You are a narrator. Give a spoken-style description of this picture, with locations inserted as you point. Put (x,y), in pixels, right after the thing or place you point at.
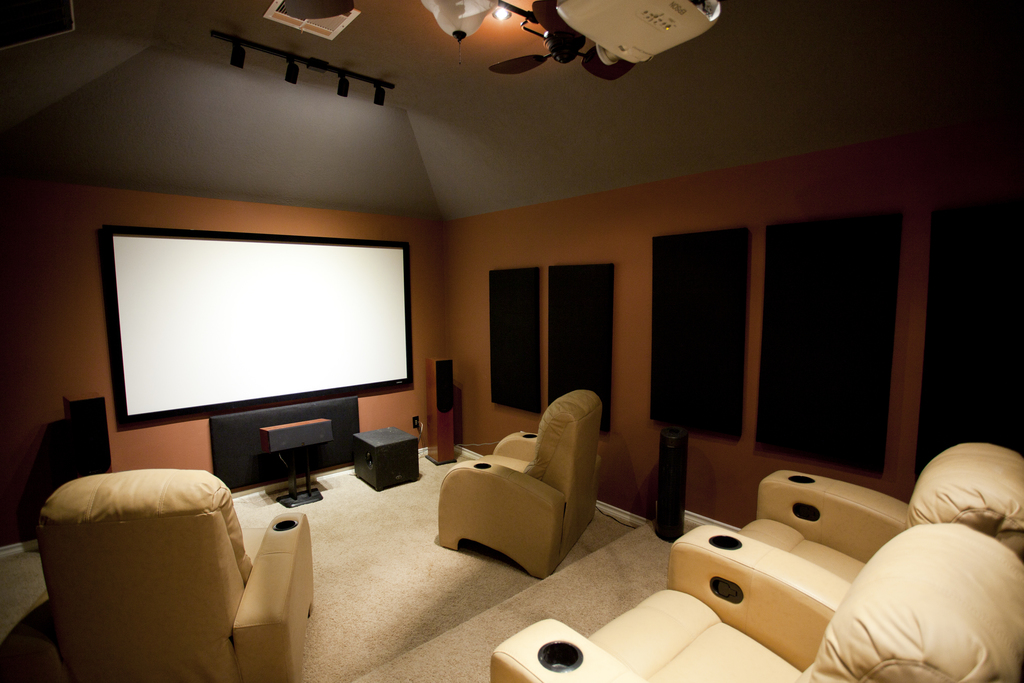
This picture is an inside view of a room (576,271). In this picture we can see the chairs (489,544), floor (434,544), table speakers (381,467), screen (266,368), wall (469,374), boards (689,353). At the top of the image (437,100) we can see the roof (456,108), chandelier (477,9), light (504,19) and projector (632,48).
